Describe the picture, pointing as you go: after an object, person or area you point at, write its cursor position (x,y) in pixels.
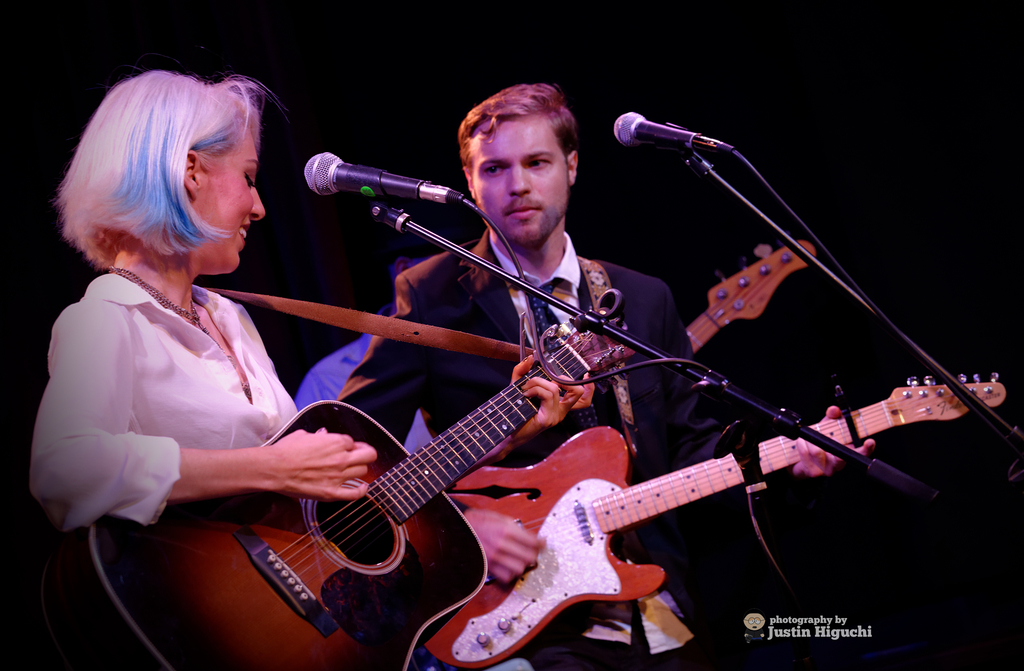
This image consist of three persons (545,202). In the front (318,560), two persons (203,466) are playing guitar (259,559). To the left (184,494), the women (175,428) wearing white dress (106,486) is playing guitar (361,520). To the right (691,440), the man (466,382) wearing black suit (467,305) is playing a red guitar (541,464). The background (872,189) is too dark.
